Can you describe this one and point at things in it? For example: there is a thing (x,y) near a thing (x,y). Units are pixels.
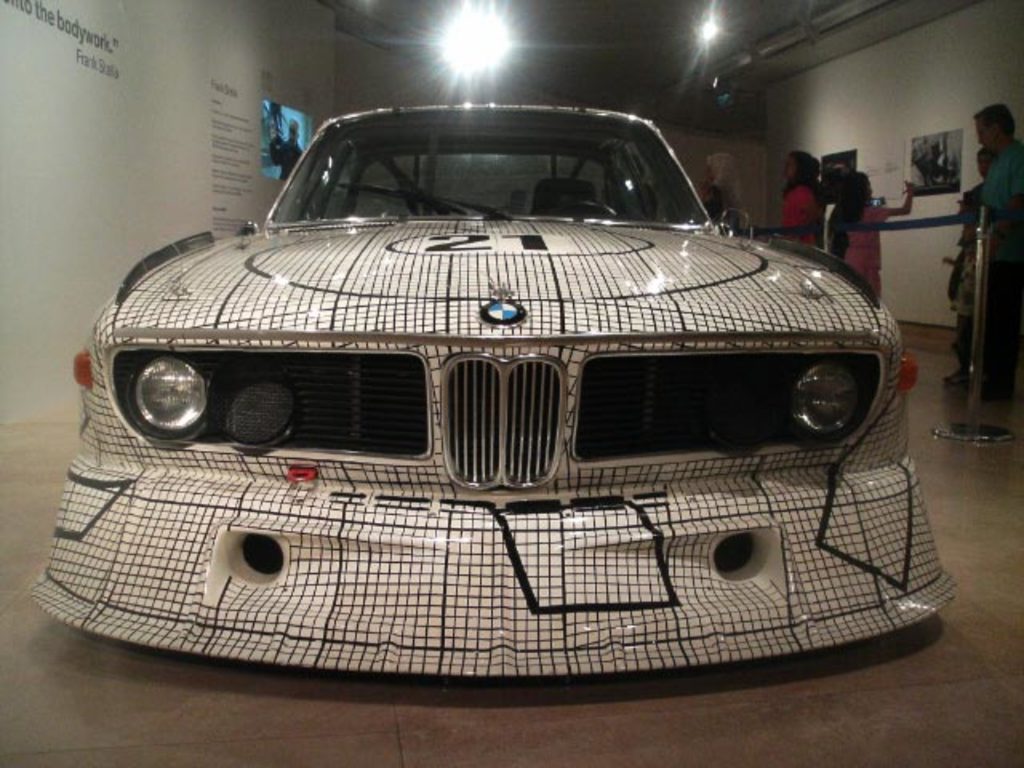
In this image we can see a car (583,570) on the floor (897,722). Here we can see people (807,233), lights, and a stainless steel barrier (828,222). On the walls (897,274) we can see posters (957,187) and there is a screen (285,158).
